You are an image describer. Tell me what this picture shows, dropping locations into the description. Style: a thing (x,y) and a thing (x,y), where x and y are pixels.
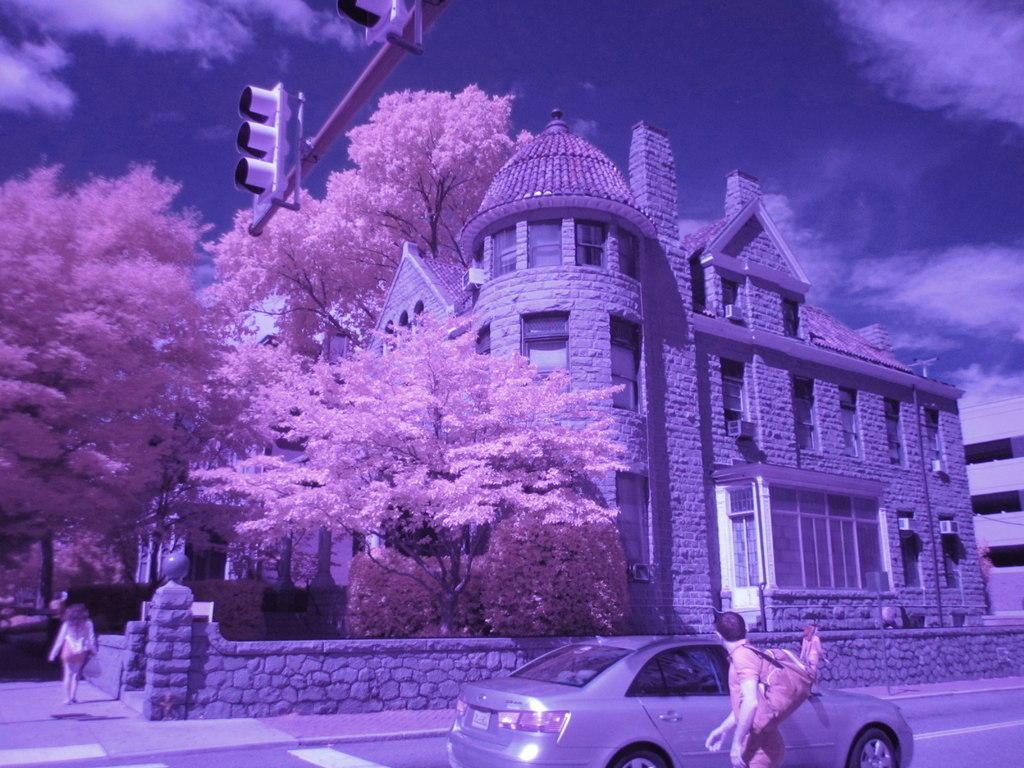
In this picture there are trees (156,288) on the left side of the image (324,324) and there is a palace (637,180) in the center of the image (455,267), there is a car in the center of the image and there is a traffic pole (298,155) at the top side of the image (385,28), there is a man (739,634) on the right side of the image (769,661) and there is lady (90,640) on the left side (65,626).
